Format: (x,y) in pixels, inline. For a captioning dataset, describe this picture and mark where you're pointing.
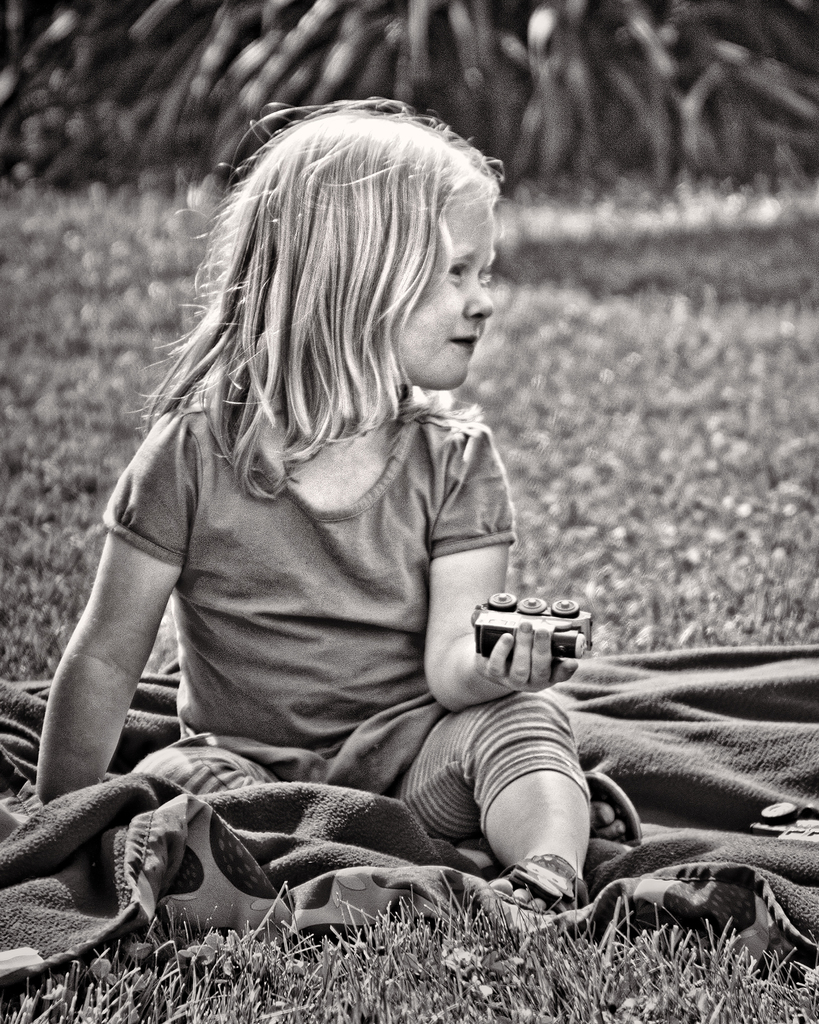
This is a black and white image where I can see a girl (363,545) sitting on a cloth (809,733) which is on grass (562,568), behind her there is a cloth (790,668).
